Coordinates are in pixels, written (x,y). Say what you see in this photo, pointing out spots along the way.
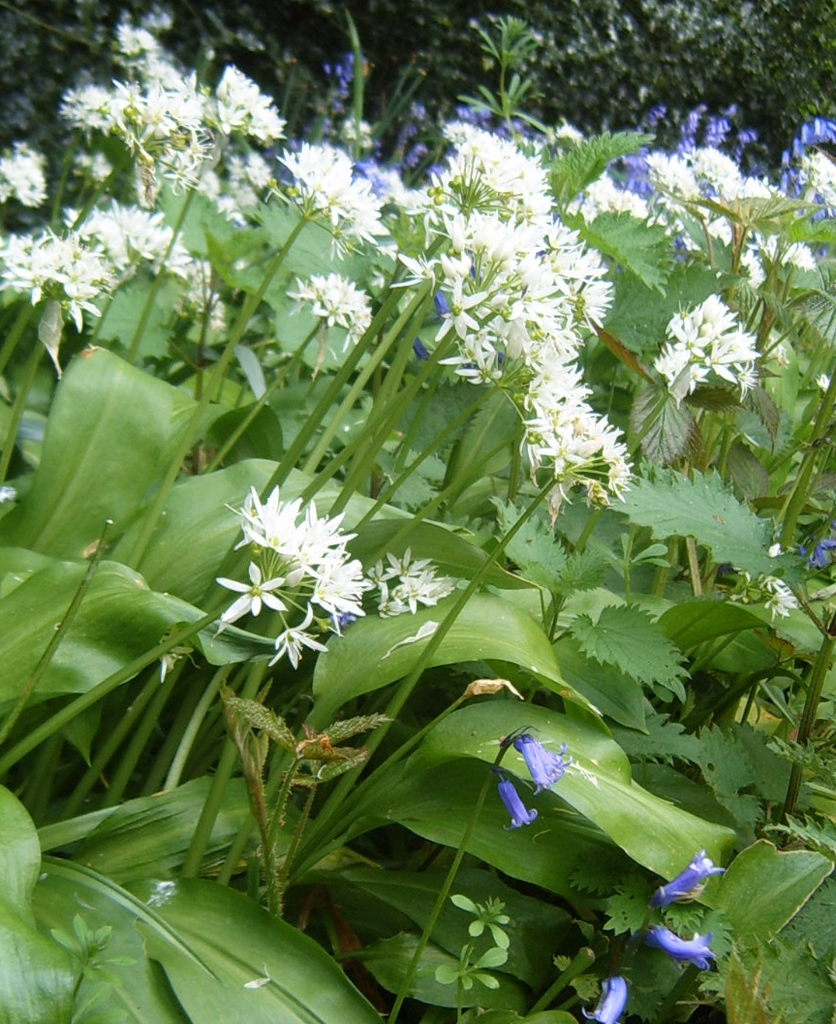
In this image we can see many plants (361,352), and white flowers (514,199) on it, at the back (456,41) there are trees (608,21).
